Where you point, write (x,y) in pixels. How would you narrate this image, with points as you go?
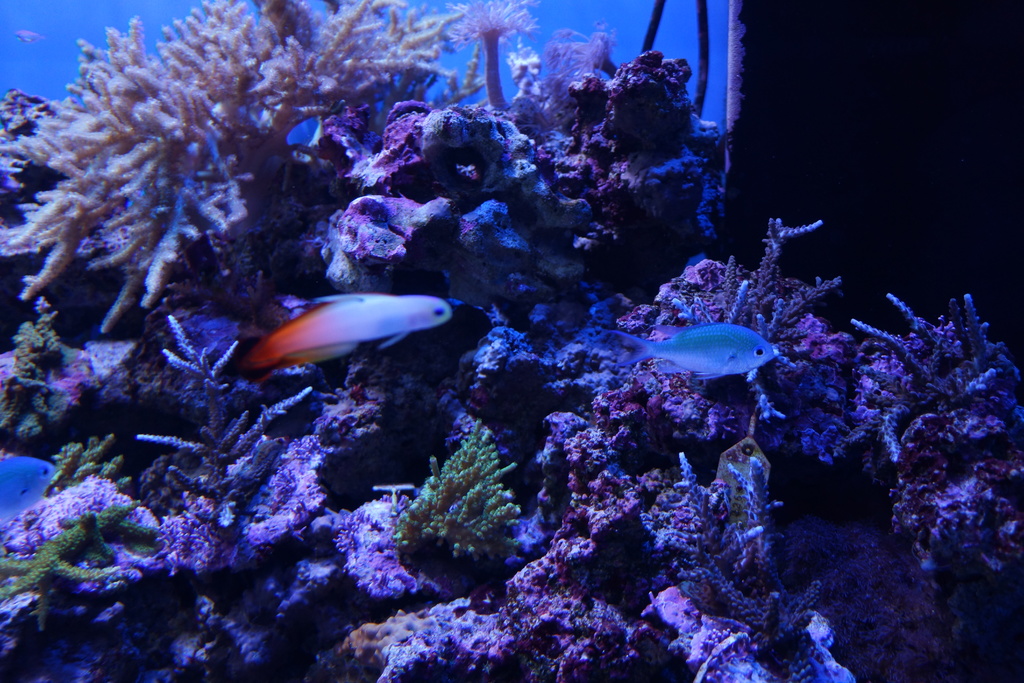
In this picture I can observe underwater environment (654,423). I can observe fish (382,317) swimming in the water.
